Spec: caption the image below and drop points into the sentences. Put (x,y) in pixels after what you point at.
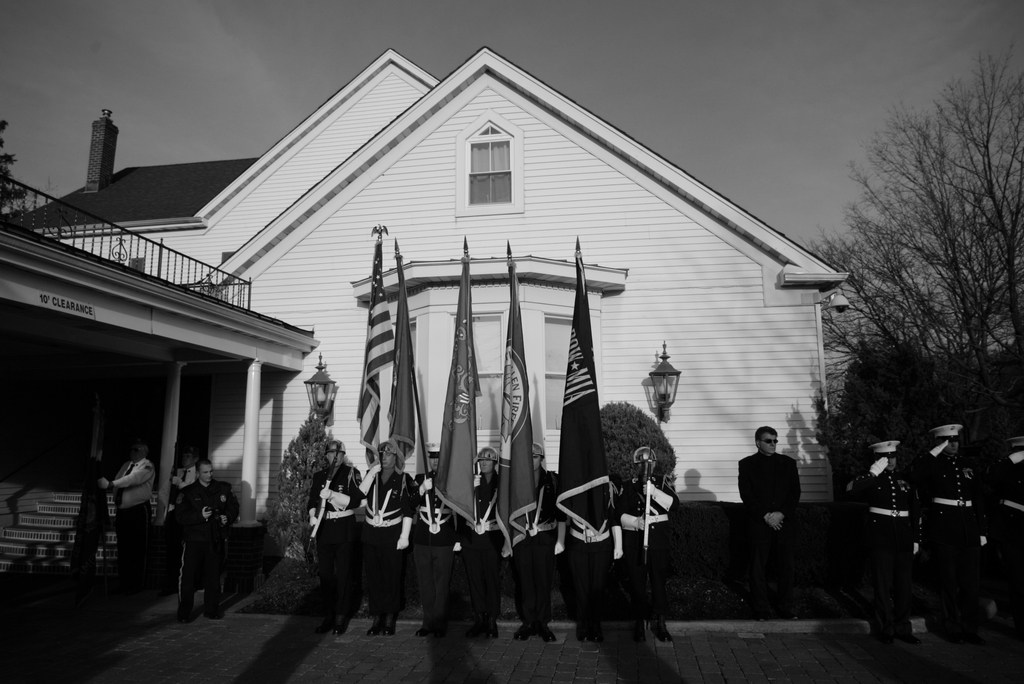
There are people (488,570) standing and these people (488,542) are holding flags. Background (552,291) we can see house (708,392), plants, trees (1018,389), lights (672,382) and sky (379,28).
